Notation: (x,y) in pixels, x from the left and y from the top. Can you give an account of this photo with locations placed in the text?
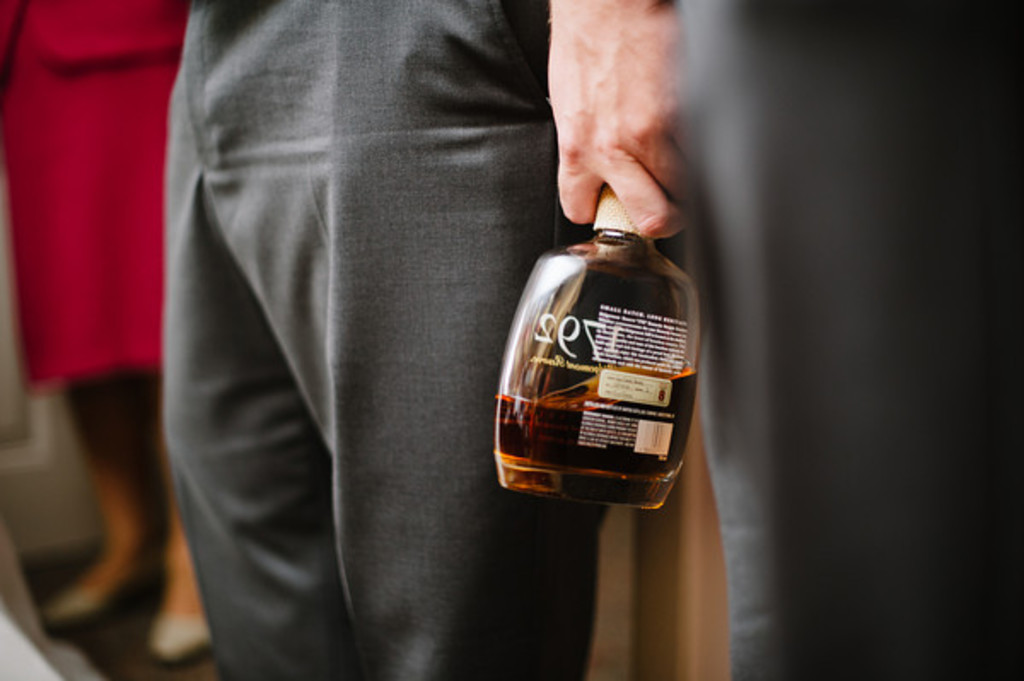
There are 3 people (470,255). In the center (344,253) we have a one person (262,281). He's holding a bottle (576,369).
